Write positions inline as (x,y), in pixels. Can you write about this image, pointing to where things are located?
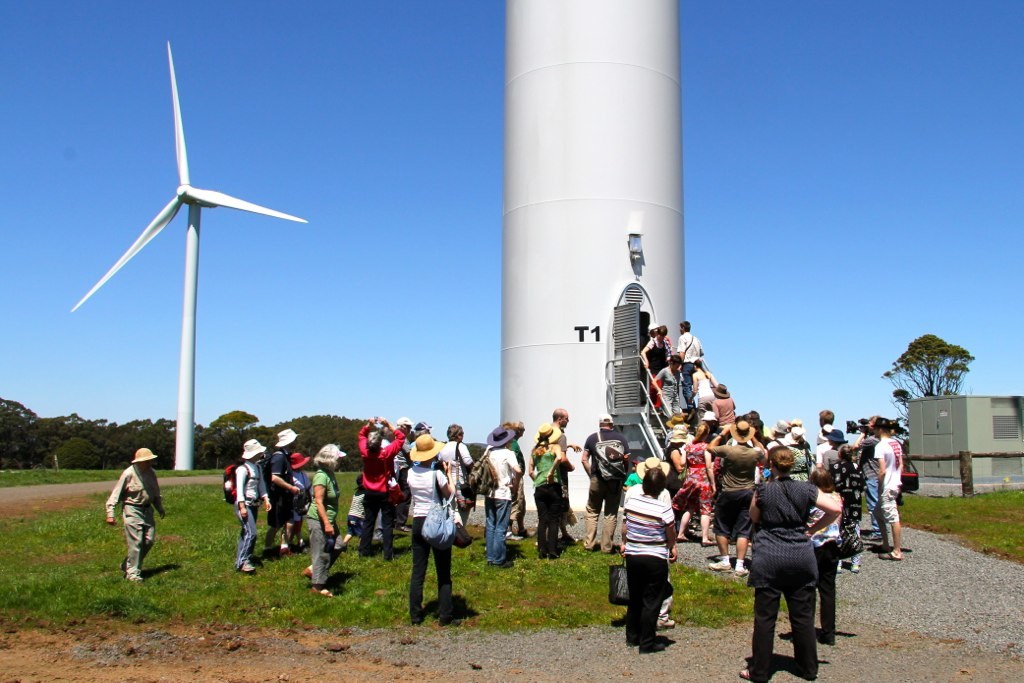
In this picture we can see windmills (544,366) and group of people (721,475), few people (594,542) wore caps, on the right side of the image (969,424) we can see a metal cabinet (968,399), in the background (946,383) we can find few trees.
